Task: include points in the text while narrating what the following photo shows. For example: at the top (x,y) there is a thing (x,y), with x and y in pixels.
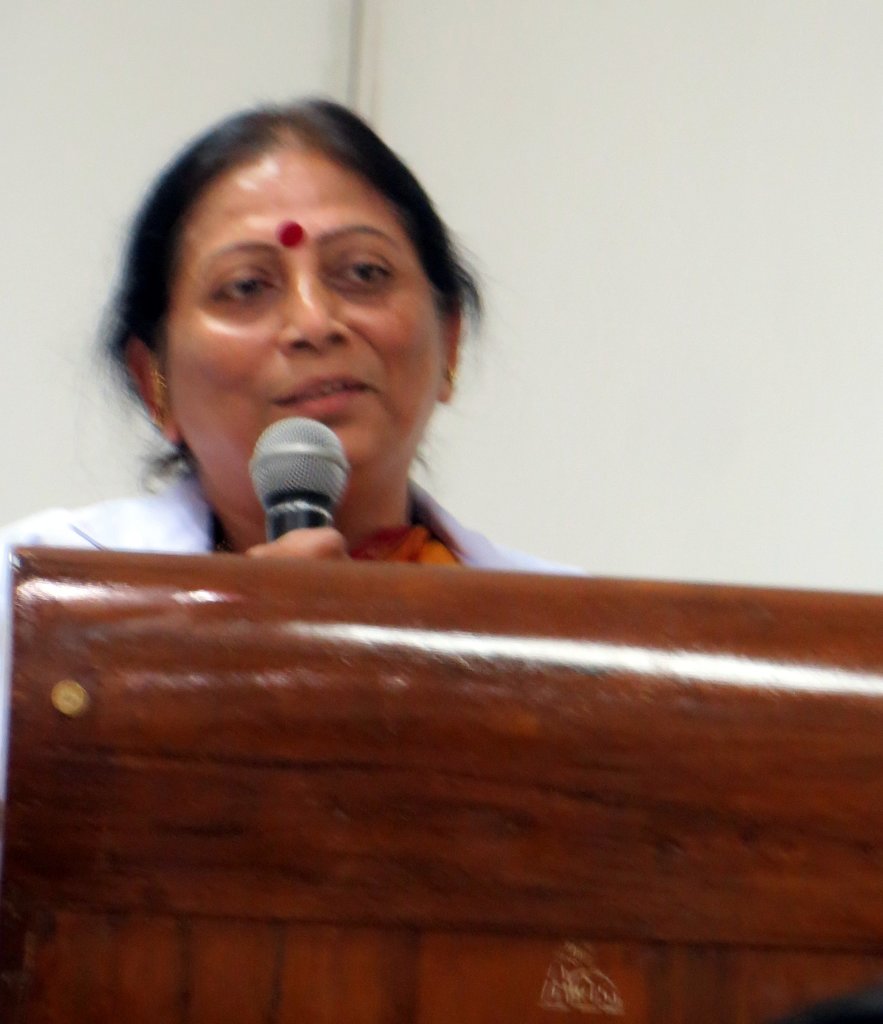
She stands in front of podium (548,649). She is holding a mic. She is smiling. We can see in background (530,258) white color wall (710,223).
